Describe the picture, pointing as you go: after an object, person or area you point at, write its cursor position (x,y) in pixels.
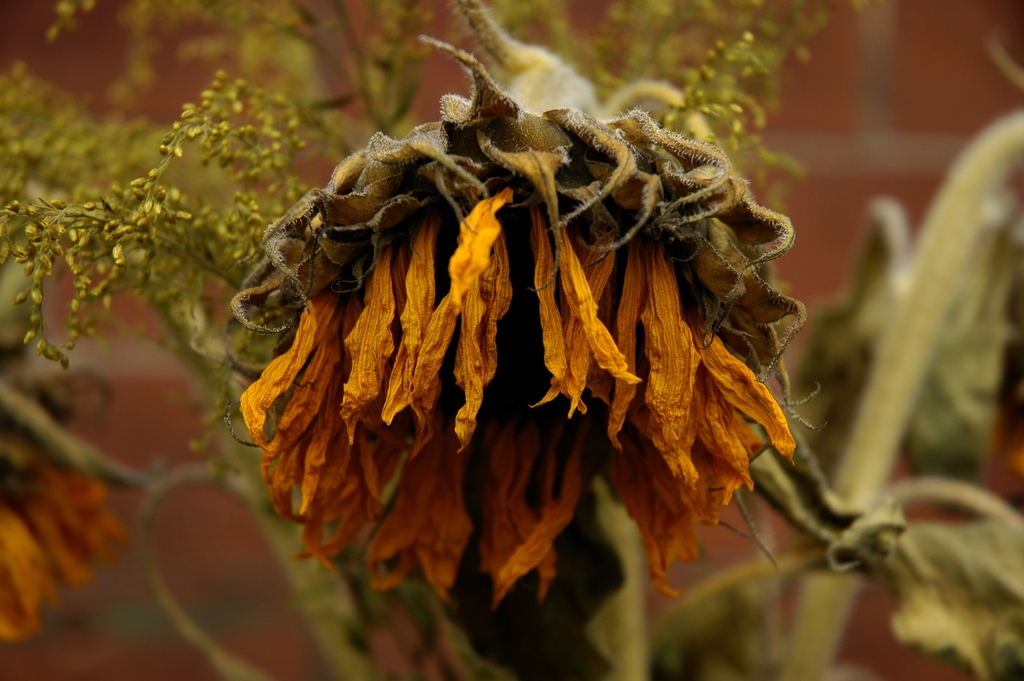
This image is taken outdoors. In this image there is a plant (961,581) and in the middle of the image (614,427) there is a dried sunflower (528,367).
